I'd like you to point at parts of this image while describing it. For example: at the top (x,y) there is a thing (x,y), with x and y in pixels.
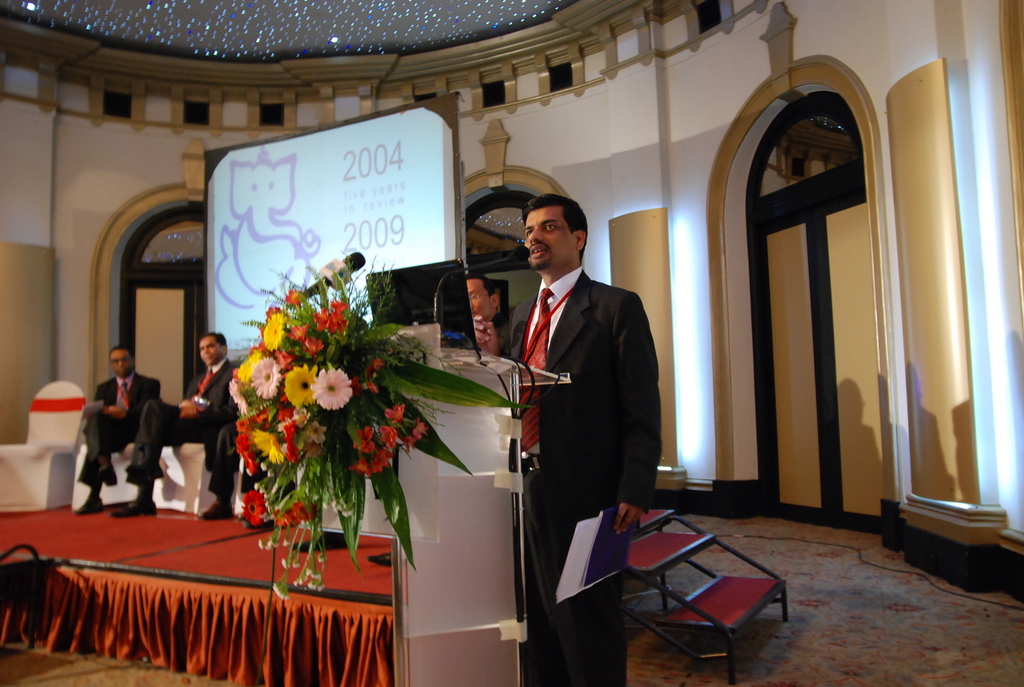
This is the inside view of a building (859,437). Here we can see a person (550,341) standing in front of mike (520,257) and holding papers (598,558). This is the beautiful flower bouquet (335,417). Here few people (131,467) are sitting on the chair (203,474). This is the screen (250,194). And on the background (78,158) we can see the wall (635,224) with the combination of gold and white colour.
